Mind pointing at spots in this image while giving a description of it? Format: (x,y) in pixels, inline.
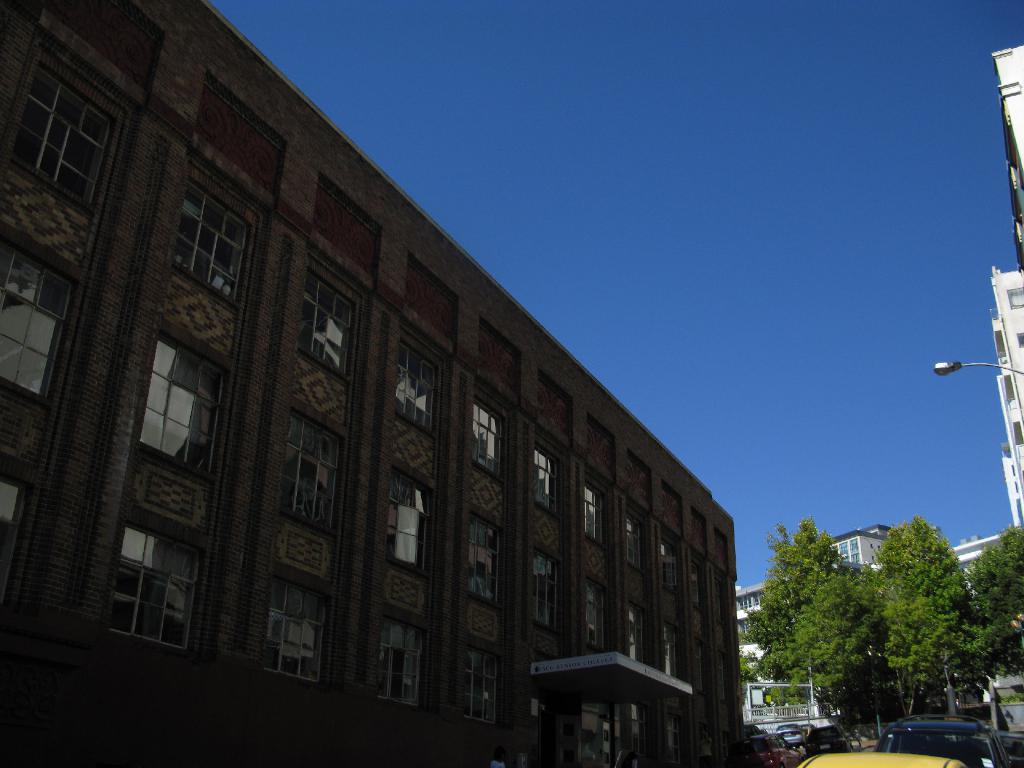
This image consists of buildings (602,594), trees (807,571), fence (808,720) and fleets of vehicles (822,728) on the road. At the top (742,141) I can see the blue sky (744,219). This image is taken may be on the road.
